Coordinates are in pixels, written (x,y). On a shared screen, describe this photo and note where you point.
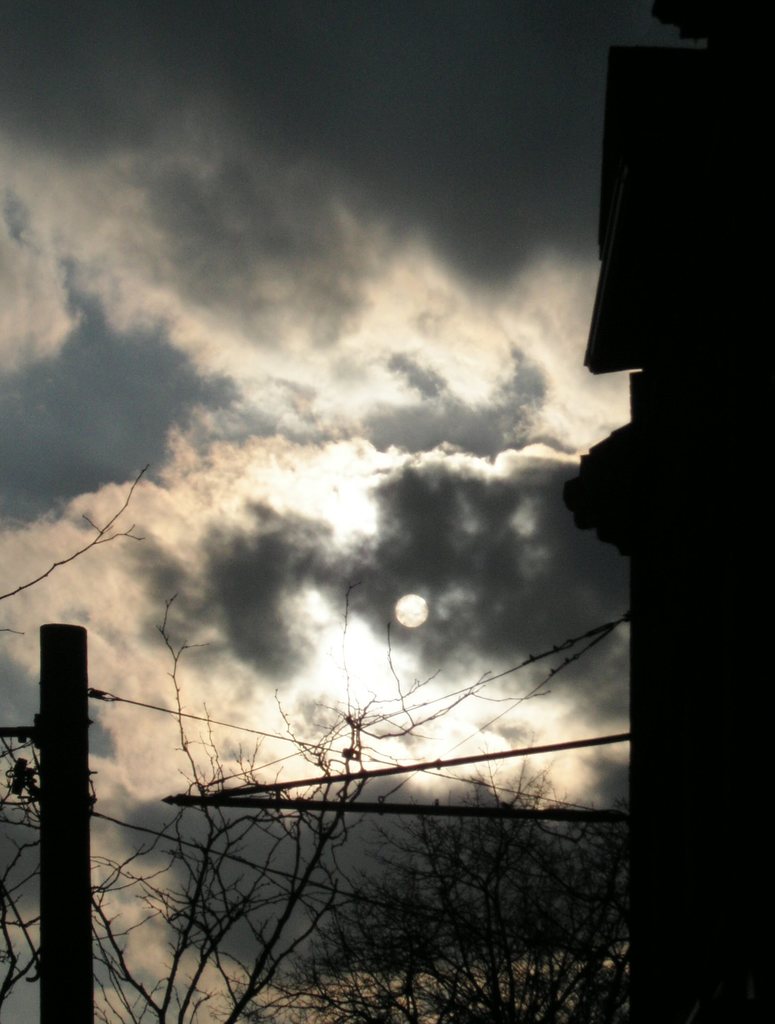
In the image in the center (420,429) we can see the sky (25,428), clouds (574,403), trees (210,937), moon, pole (54,663) and wall (665,591).
